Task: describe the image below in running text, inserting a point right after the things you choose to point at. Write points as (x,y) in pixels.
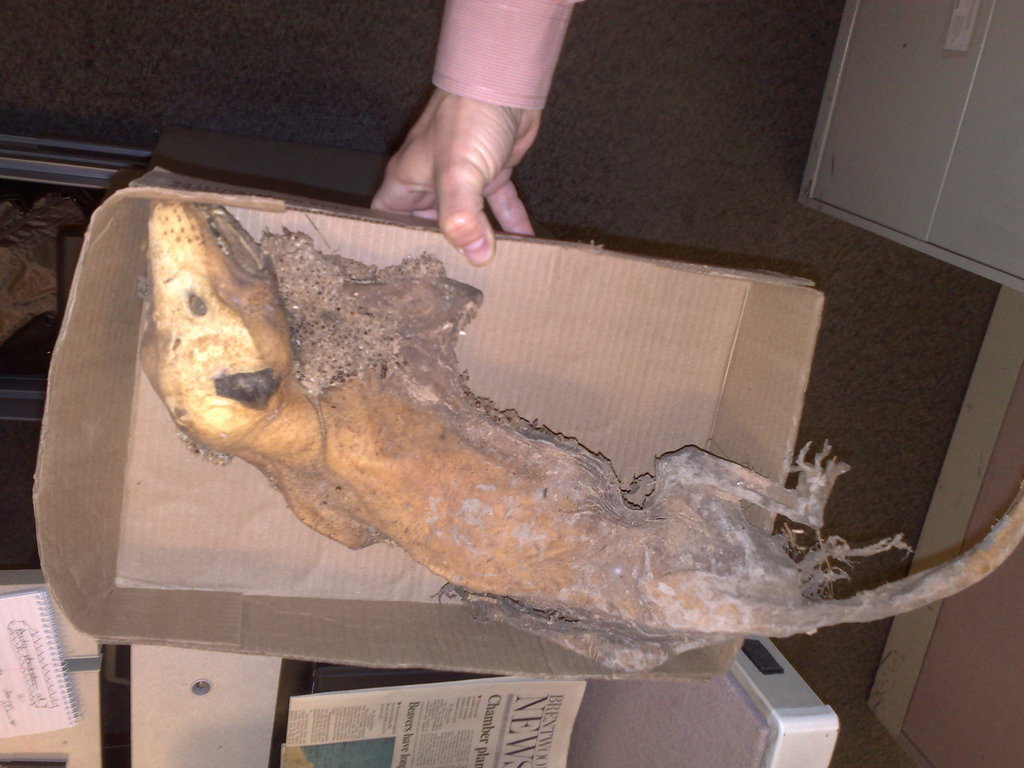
In this picture we can see an animal (380,459) in a box (271,547), here we can see a newspaper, book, wall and some objects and in the background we can see a person's hand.
